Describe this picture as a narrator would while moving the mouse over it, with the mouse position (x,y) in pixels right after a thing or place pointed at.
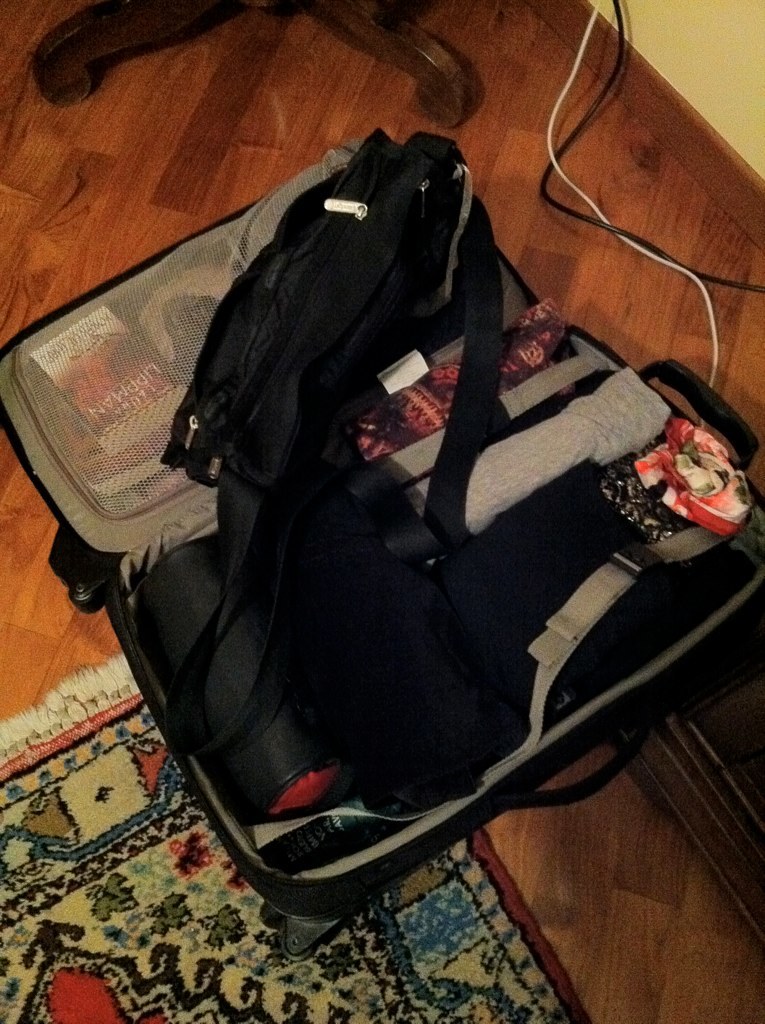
In this picture we can see a suitcase (298,614) on the floor (642,989). This is carpet (71,905). And these are the cables (572,187). Here is a wall (666,70) and this is the floor (199,142).
